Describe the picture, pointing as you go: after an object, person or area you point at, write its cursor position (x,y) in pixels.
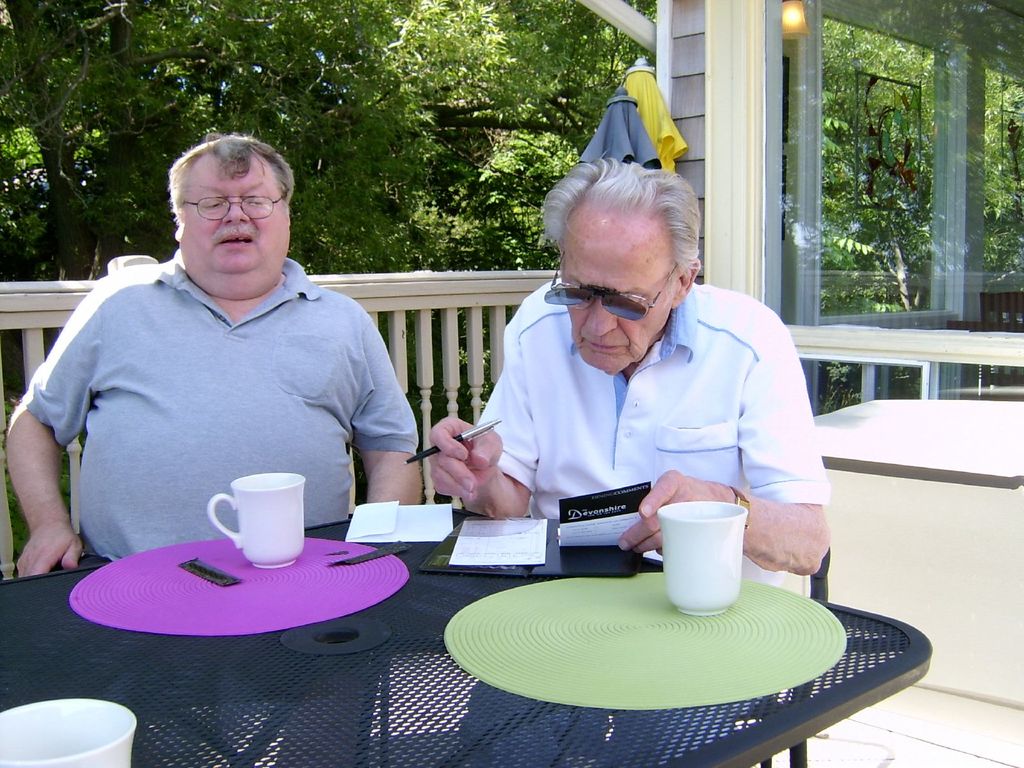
In this image I see 2 men (62,510), who are sitting on chairs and this man (502,436) is holding a pen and paper (582,507). I can also see there is a table (806,760) in front of them, on which there are 2 papers (504,559) and 3 cups (301,525). In the background (112,201) I see the trees (425,242), light (797,9) and the fence (546,278).
